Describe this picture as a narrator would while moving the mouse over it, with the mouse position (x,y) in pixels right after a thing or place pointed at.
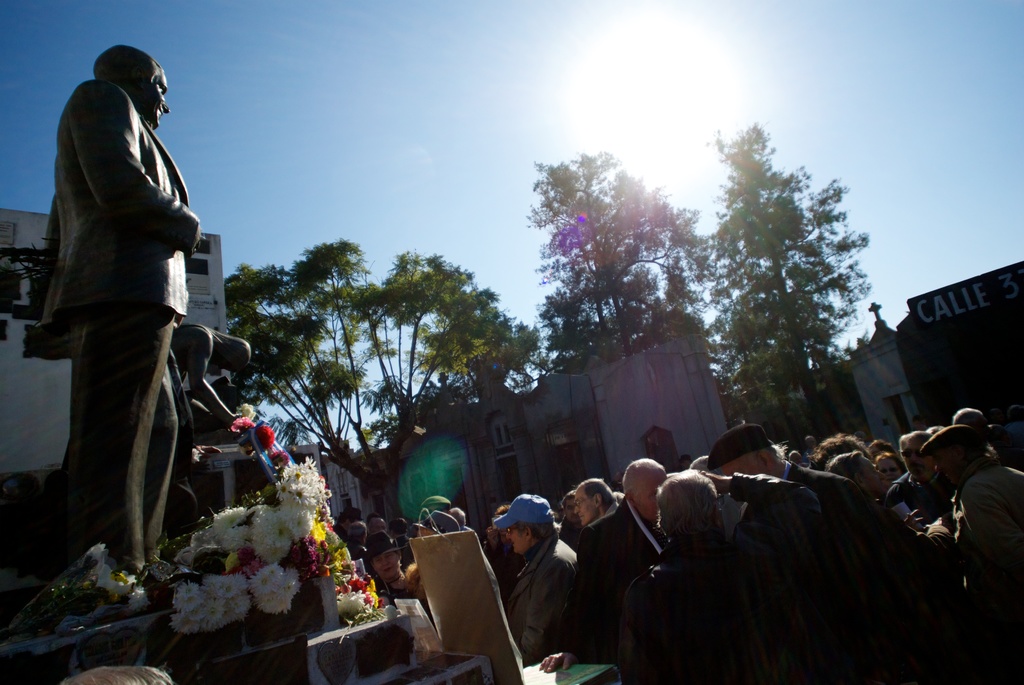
In this image I can see the group of people (873,482) are standing. I can see few statues (141,326), trees (564,254), buildings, windows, different color flowers (213,594) and few objects (118,619). The sky (555,133) is in blue and white color.
